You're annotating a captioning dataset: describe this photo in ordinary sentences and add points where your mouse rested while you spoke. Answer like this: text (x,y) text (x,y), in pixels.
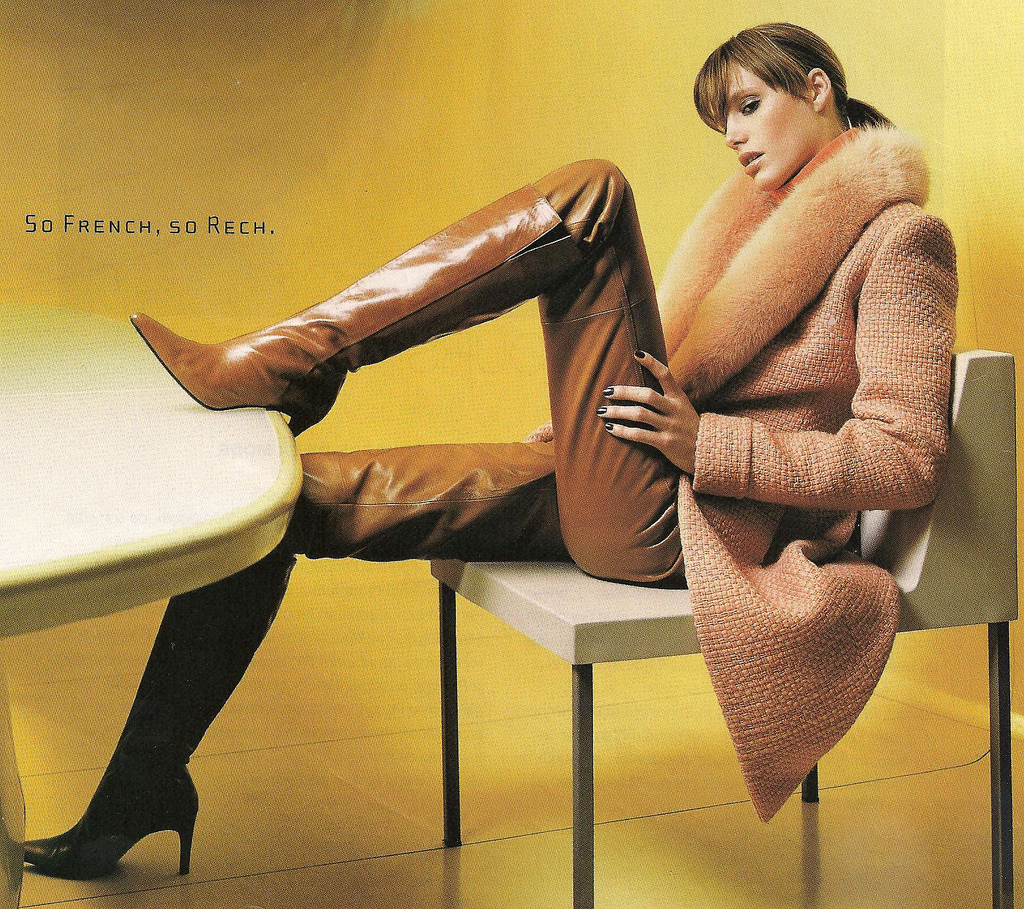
This is the woman (777,505) sitting on the chair (537,633). Here is the table (145,534). The background (141,52) looks yellow in color. Here is the floor (378,791). I think this is the watermark (110,228) on the image.
